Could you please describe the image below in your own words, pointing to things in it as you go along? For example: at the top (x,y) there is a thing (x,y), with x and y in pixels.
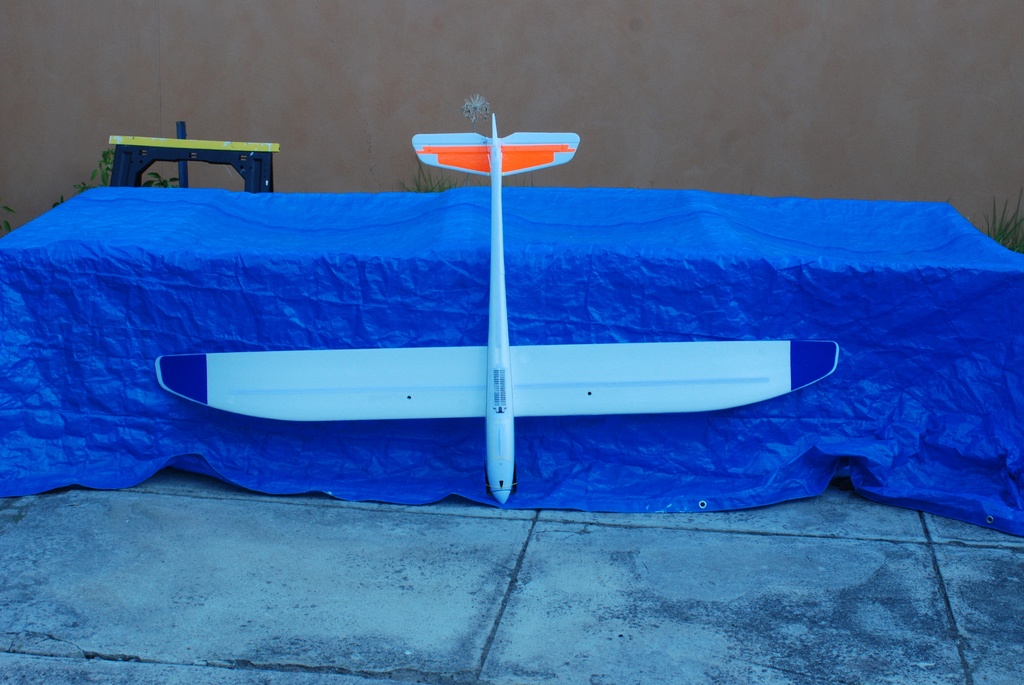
In the picture we can see a table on it, we can see a blue colored cloth (908,417) and on it we can see an aircraft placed in it and behind the table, we can see a stool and some plants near it and in the background (675,30) we can see a wall (675,30).
